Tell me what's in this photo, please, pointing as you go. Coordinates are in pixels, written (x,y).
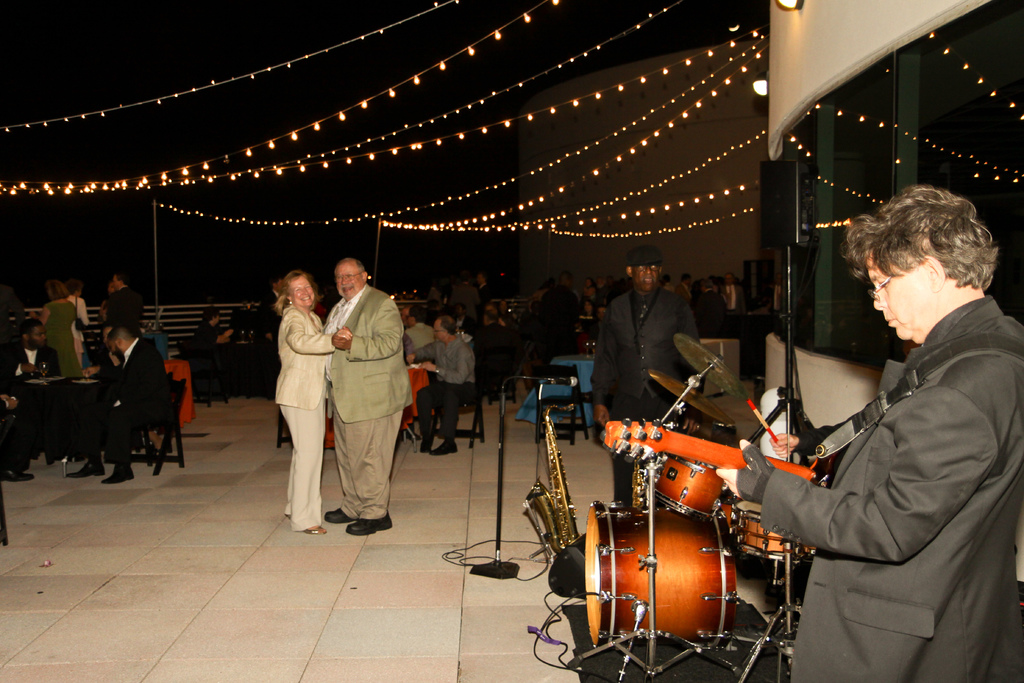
This image consists of two persons (374,427) dancing. They are wearing suits (401,398). On the right (702,537), there is a band setup (752,519). And a man (848,524) wearing black suit (869,524) is playing guitar (825,482). In the background (4,306), there are many people (504,359) sitting in the chairs (194,387). At the bottom (215,602), there is a floor (268,603). At the top (254,75), we can see the rope lights (254,75).
